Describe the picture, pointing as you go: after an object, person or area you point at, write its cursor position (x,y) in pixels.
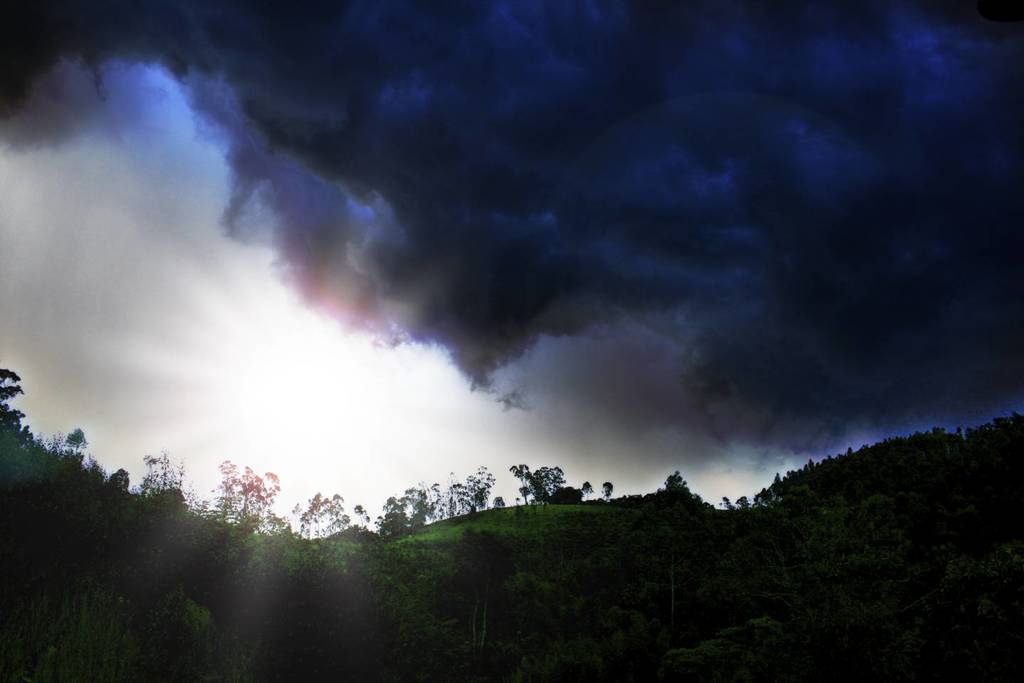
In this picture I can observe some trees (68,489) and plants (325,585) on the ground (476,610). In the background (524,382) I can observe clouds (276,238) in the sky (276,264).
